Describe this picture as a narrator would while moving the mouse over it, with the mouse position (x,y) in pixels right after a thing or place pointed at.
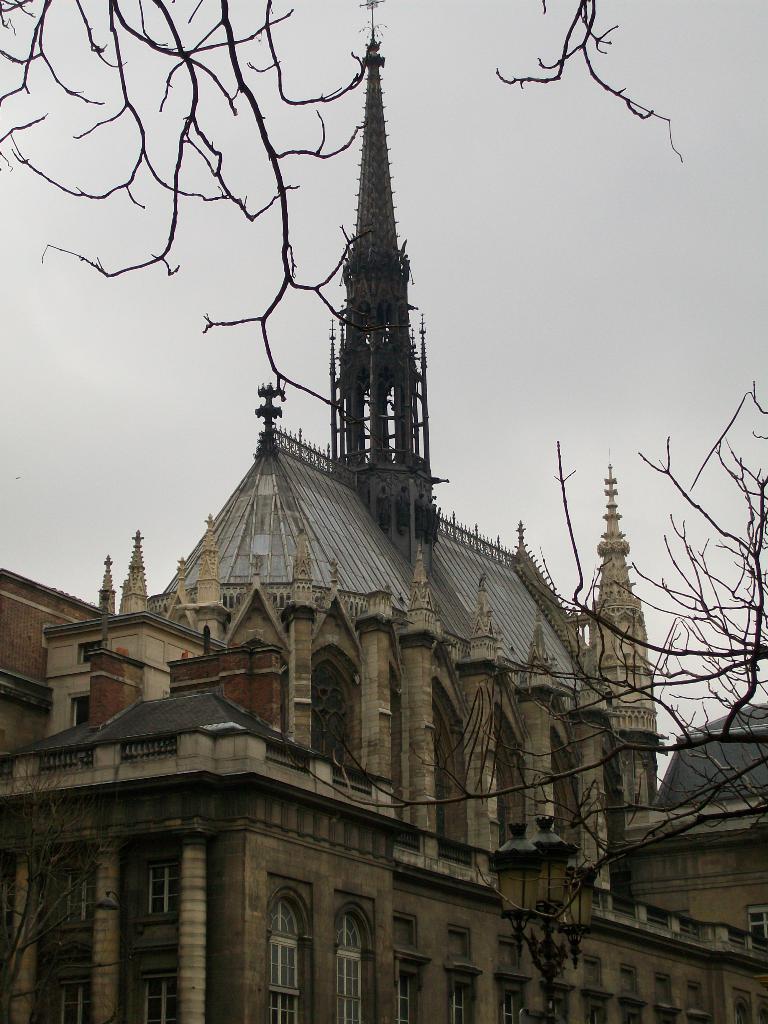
In this picture we can see a building (324,872) where, we can see branches (723,655) of a tree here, in the background (665,438) there is the sky (659,278), we can see a window (343,992) here.
